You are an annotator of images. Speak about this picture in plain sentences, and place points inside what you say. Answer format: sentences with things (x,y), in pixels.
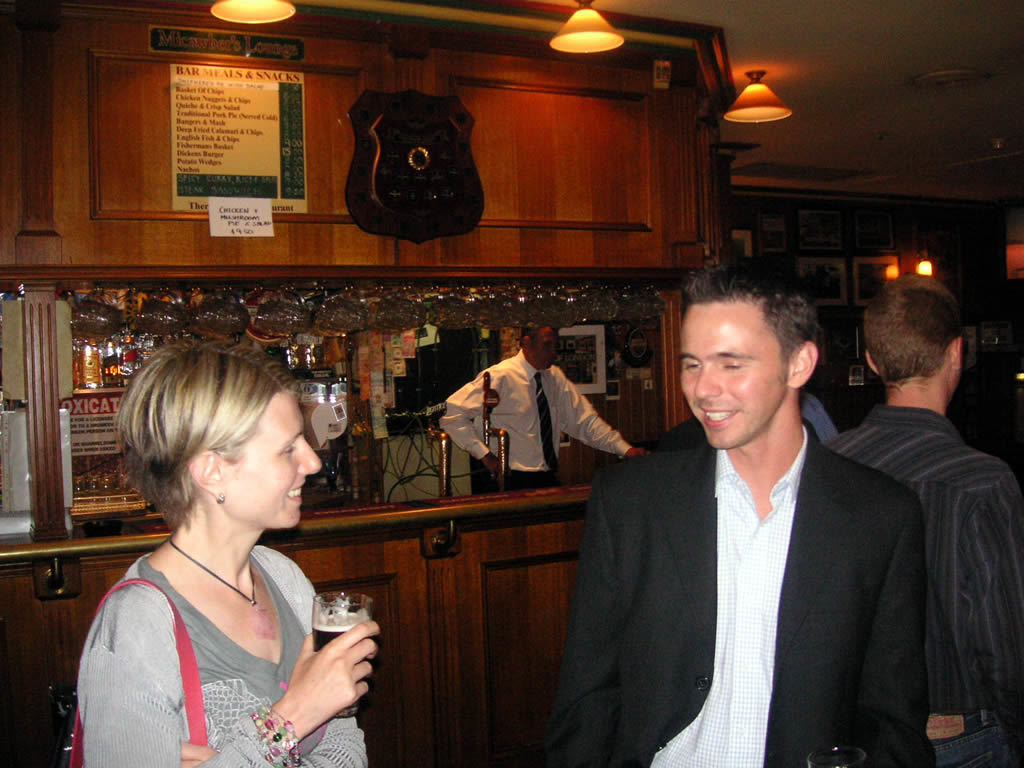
In this picture we can see a woman (181,591) holding a glass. There are few people (600,595). We can see some lights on top. There are few glasses (302,334), bottles (85,362) and other things (77,445). We can see a board (296,77) on a wooden object (146,192). There are few frames (837,264) on the wall (619,401).
